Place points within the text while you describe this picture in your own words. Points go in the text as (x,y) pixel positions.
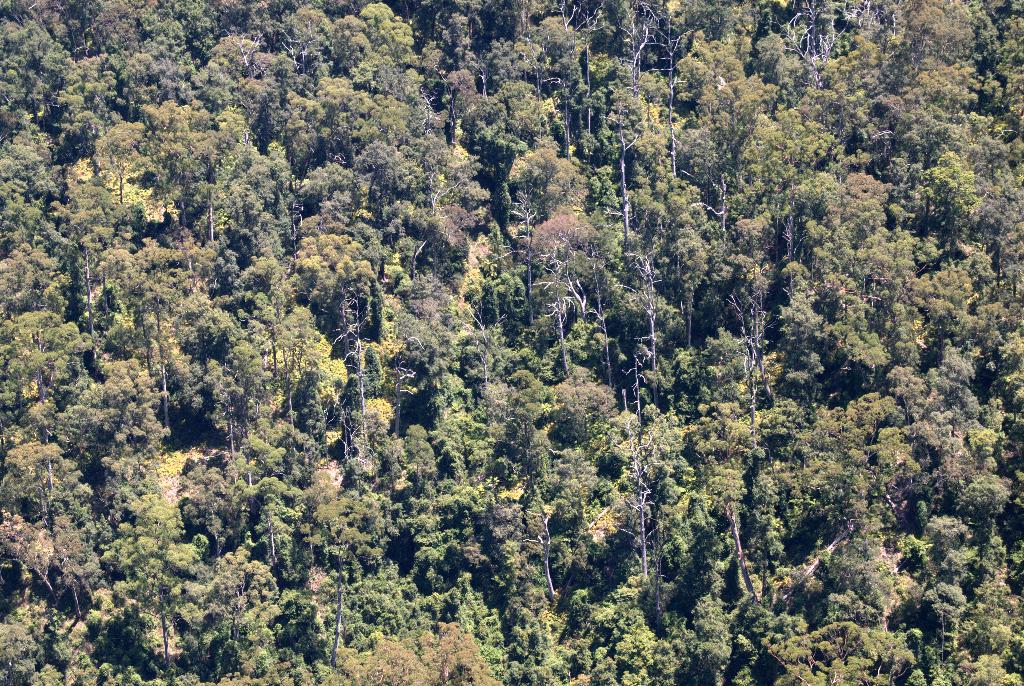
In this picture we can see trees (474,152).
